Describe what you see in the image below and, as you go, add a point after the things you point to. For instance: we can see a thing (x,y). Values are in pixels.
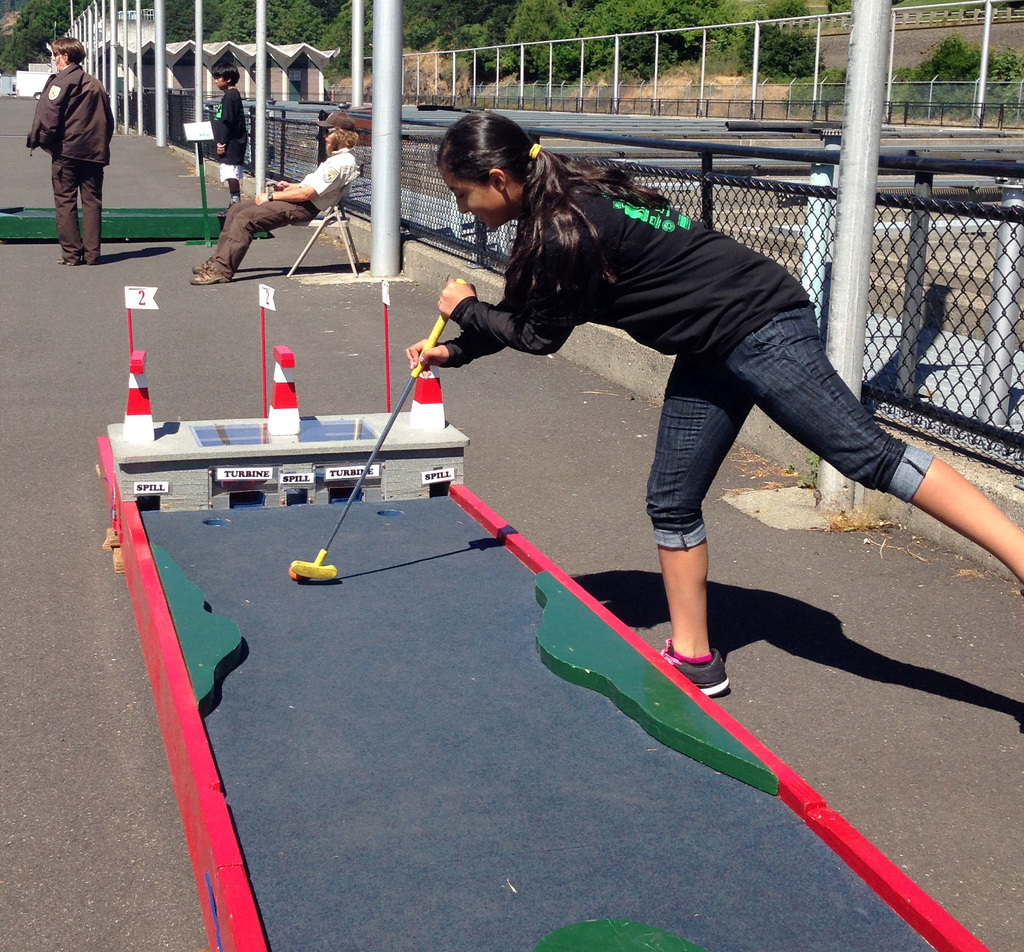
In this image there is a girl (915,458) playing mini golf, beside her there is a man (199,275) sitting on the chair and another person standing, behind them there are so many poles (112,90) and trees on the mountain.
